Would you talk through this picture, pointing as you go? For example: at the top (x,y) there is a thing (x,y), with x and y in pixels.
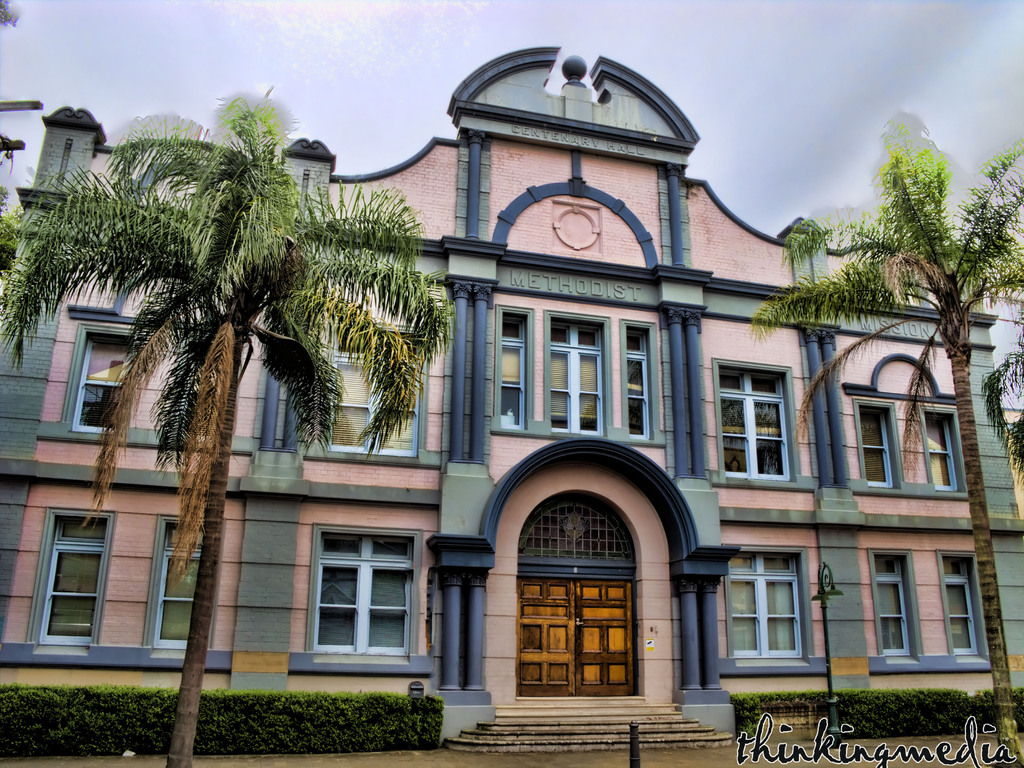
In this image there are trees (174,740), plants (912,722) and a building (674,409) for that building (464,585) there are windows (405,602) and a door (552,626), in the background (182,28) there is the sky (855,96), in the bottom right (764,761) there is text (754,760).
